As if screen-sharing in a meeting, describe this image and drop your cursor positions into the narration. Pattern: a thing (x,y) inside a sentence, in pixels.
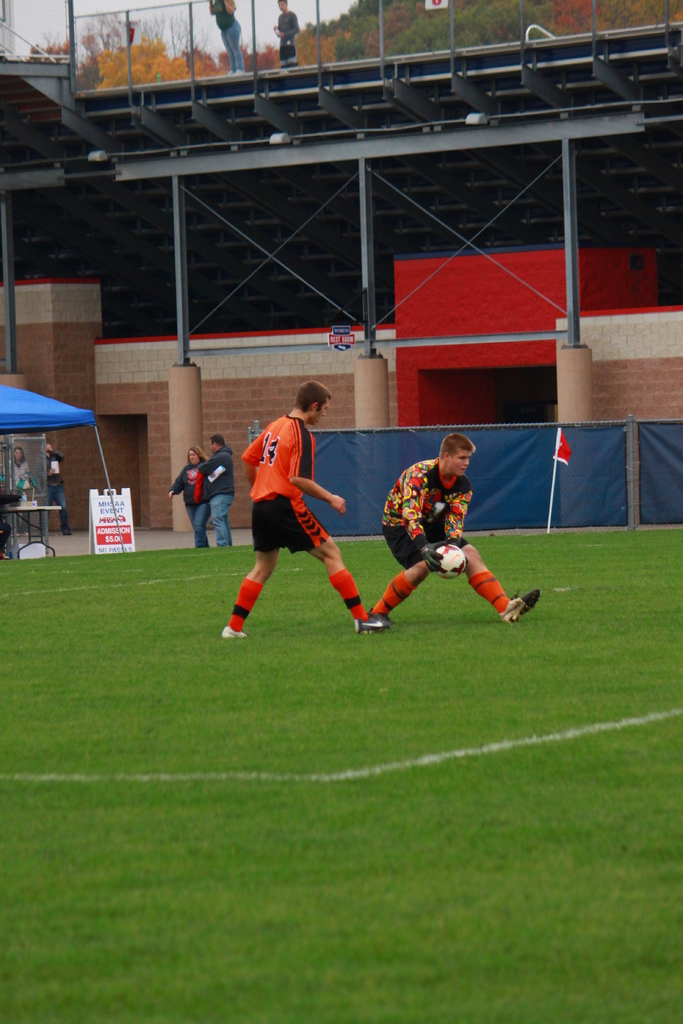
There are two men (322,532) playing with a ball (449,545) in the ground (529,737). There are some people (216,494) standing in the background (210,485) and we can observe a flag (562,459) and a fence (531,465) here. There is a stadium (261,115) and some trees (476,16) here.
